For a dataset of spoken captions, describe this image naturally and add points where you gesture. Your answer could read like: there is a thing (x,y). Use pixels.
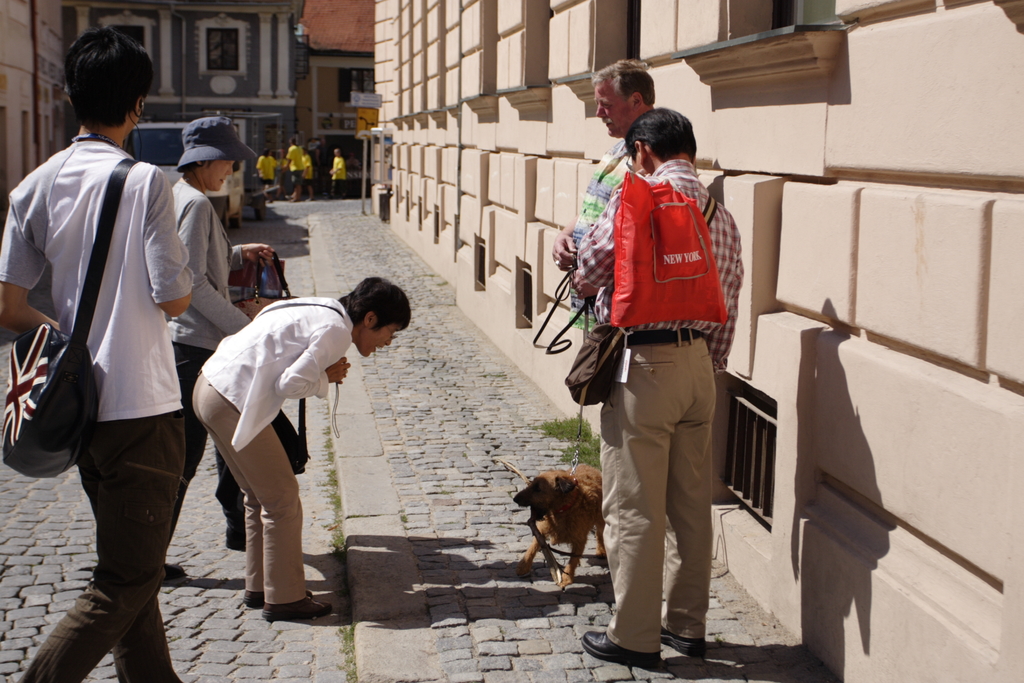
This is a picture consist of out side of a city (386,207) and there are the buildings (297,128) visible on the middle corner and there are four people (267,180) walking on the road (332,200) and they are wearing a yellow color t-shirts (294,162) and there are the two persons (617,204) standing on the right side (731,293) and a person (681,231) holding a red color carry bag (637,234) his shoulder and three persons (222,307) stand on the left side (279,352) and a person (313,349) wearing a white color t-shirts (323,337), she watching a dog (592,502) and the dog (553,486) stand on the right side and a person (68,219) wearing a white color t-shirt (59,251) and walking on the road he carrying a carry bag (29,395).
